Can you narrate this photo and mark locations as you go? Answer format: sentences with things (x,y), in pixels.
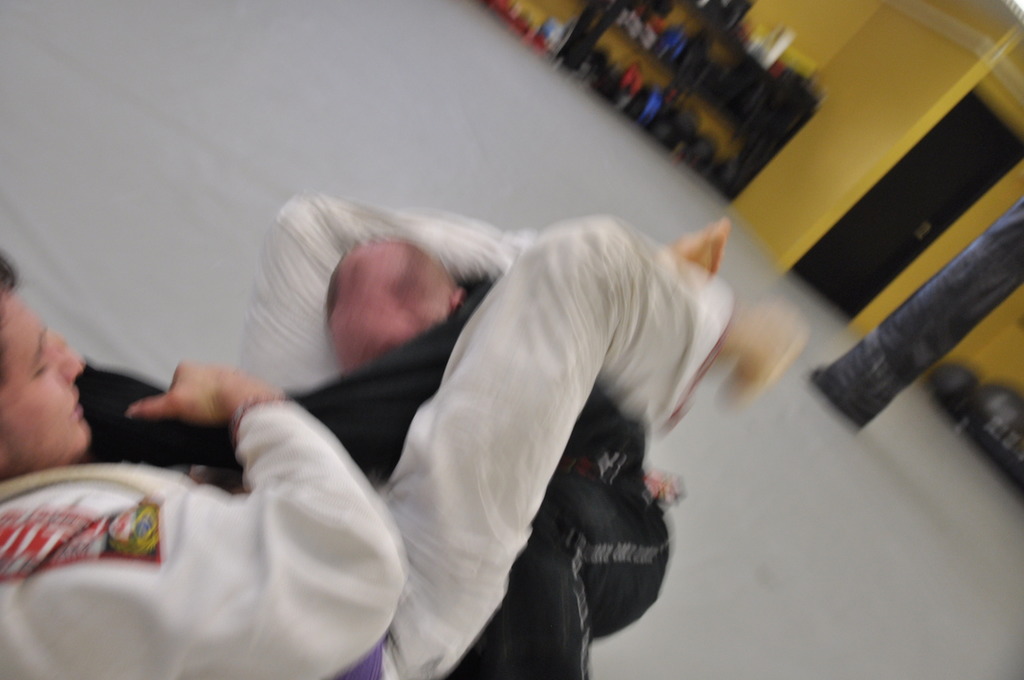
In this picture we can see there are two blurred people (333,458) on a mat (691,625). Behind the people (358,439) there are some blurred objects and a yellow wall (831,163) with a door (903,216).
